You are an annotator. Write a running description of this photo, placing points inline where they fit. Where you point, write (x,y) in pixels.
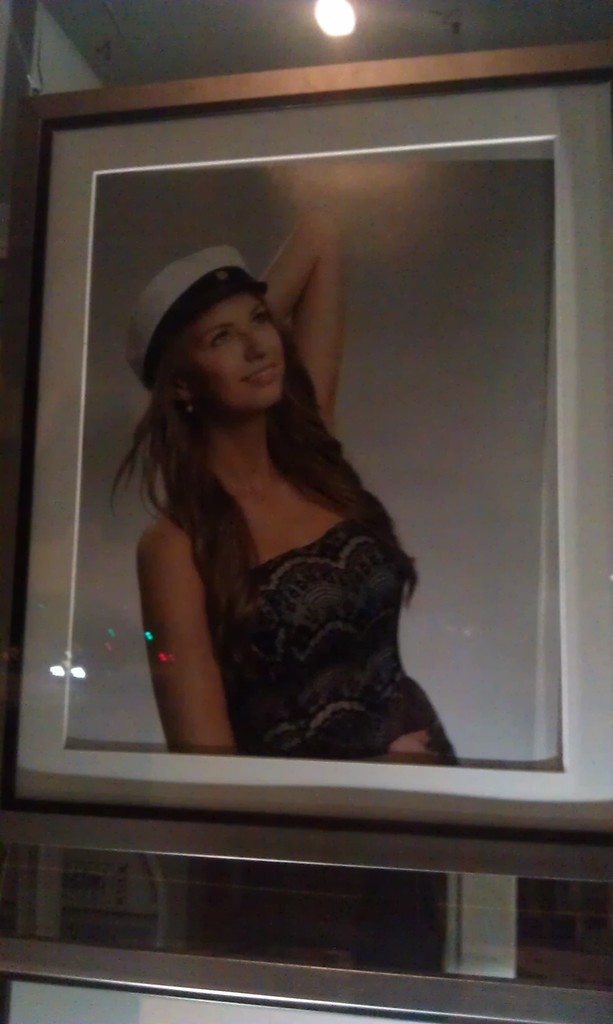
In this image, we can see a photo frame (437,192). On the frame (343,119), we can see picture (394,594) of a woman (398,594). At the top (245,11), we can see a roof (245,11) with a light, at the bottom (179,1021), we can see white color.
